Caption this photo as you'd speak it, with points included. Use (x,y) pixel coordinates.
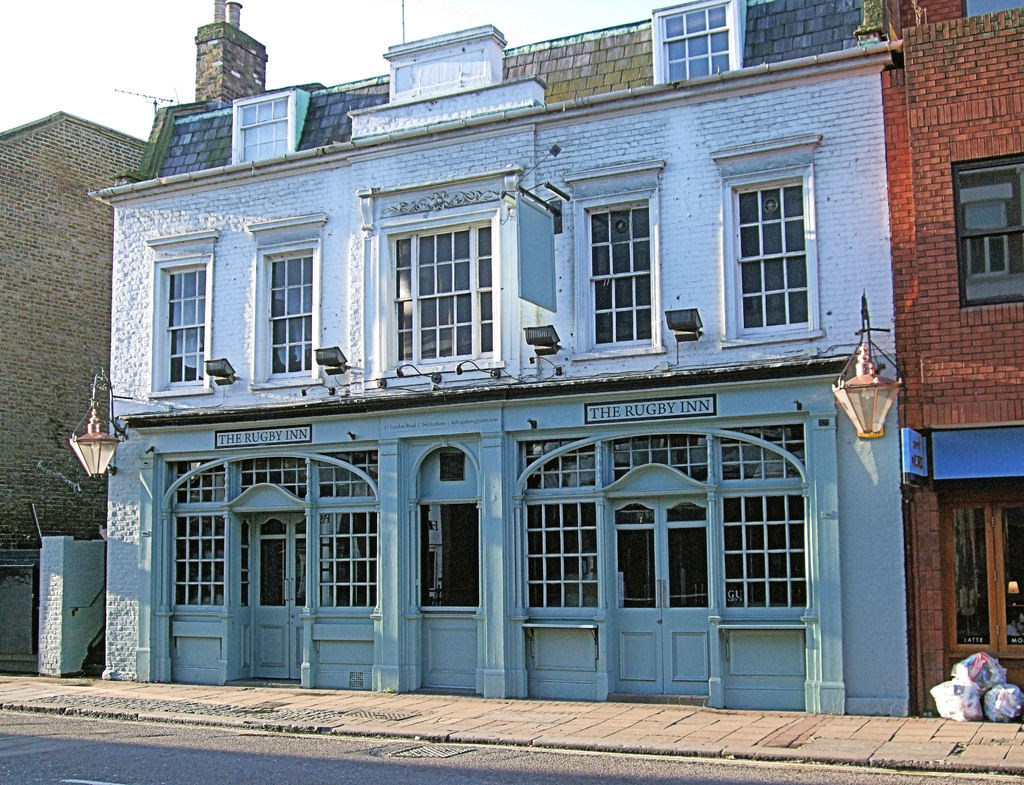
In this image, we can see some buildings (328,683) and there are some blue color doors (290,591) and there are some windows (801,263), at the top (121,60) there is a sky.
